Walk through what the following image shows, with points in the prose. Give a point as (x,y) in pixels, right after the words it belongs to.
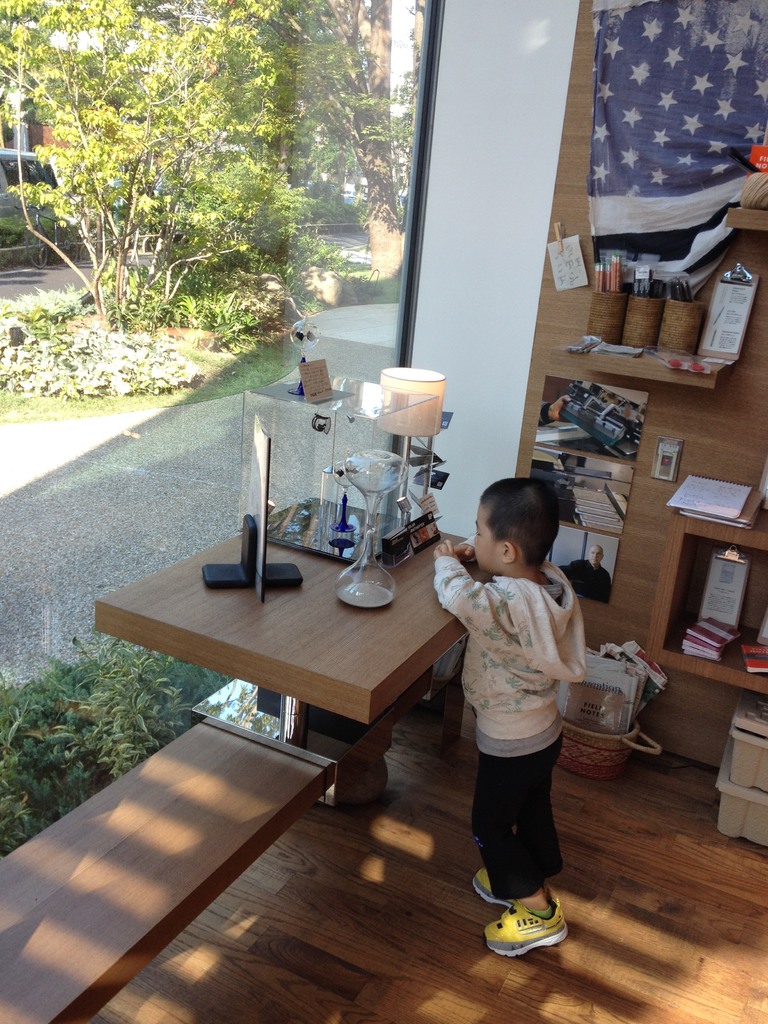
As we can see in the image, there are trees (124,229), plants (103,719) and a boy (488,750) standing on floor (598,948).
